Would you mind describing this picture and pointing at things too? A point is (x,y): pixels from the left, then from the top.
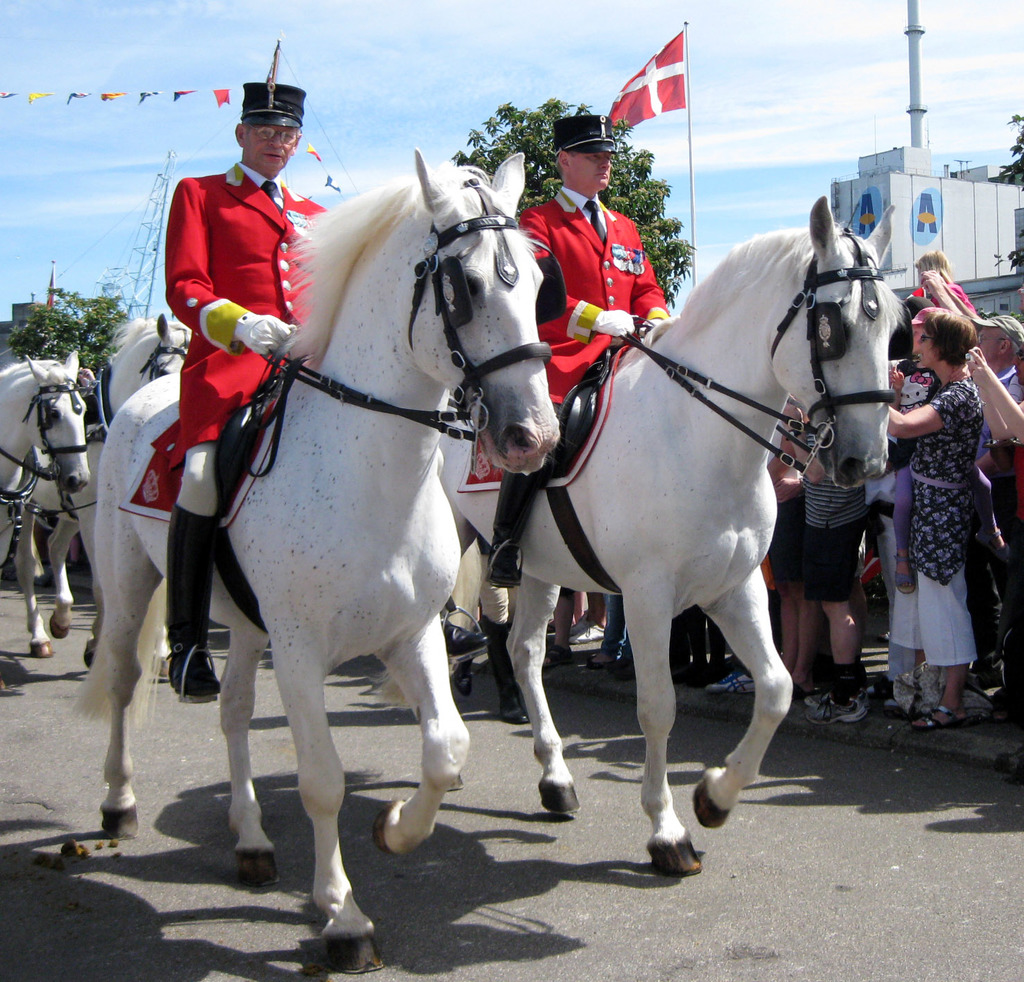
In this image I can see two people (234,286) are sitting on white horses (365,644). These people (469,644) are wearing red color dresses (222,276) and hats (557,127). In the background (669,80) I can see trees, people (906,503) are standing, a flag (669,61), and pole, horses (154,360) and the sky (47,275).
